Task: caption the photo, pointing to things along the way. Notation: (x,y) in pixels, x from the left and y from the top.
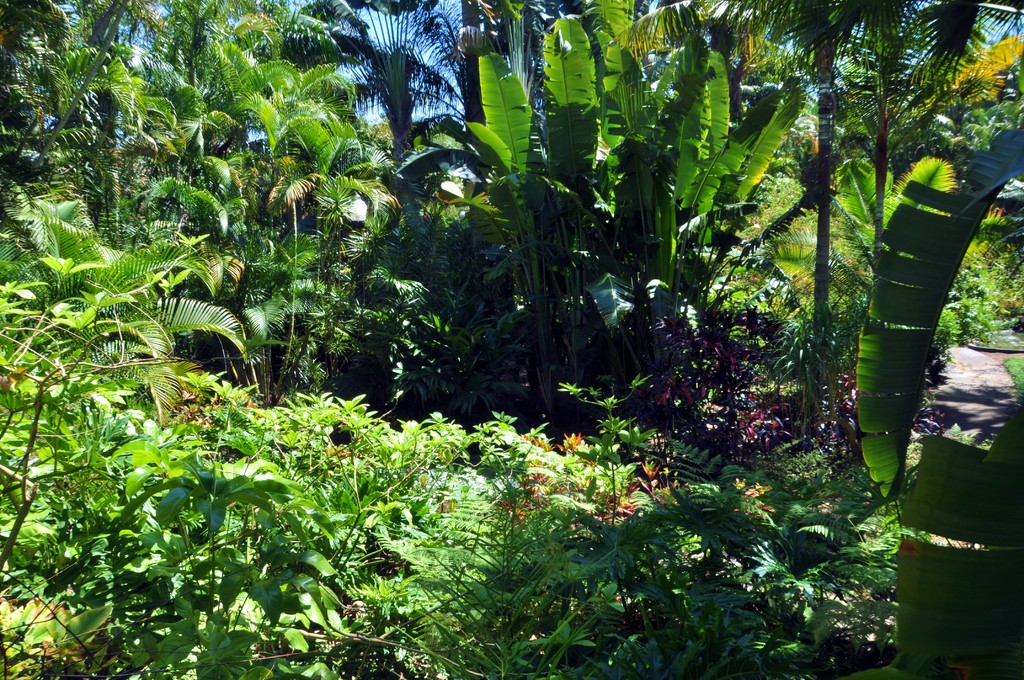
In this image, we can see some plants (582,341) and trees (530,28). We can see the ground (991,384) and the sky (458,106).
